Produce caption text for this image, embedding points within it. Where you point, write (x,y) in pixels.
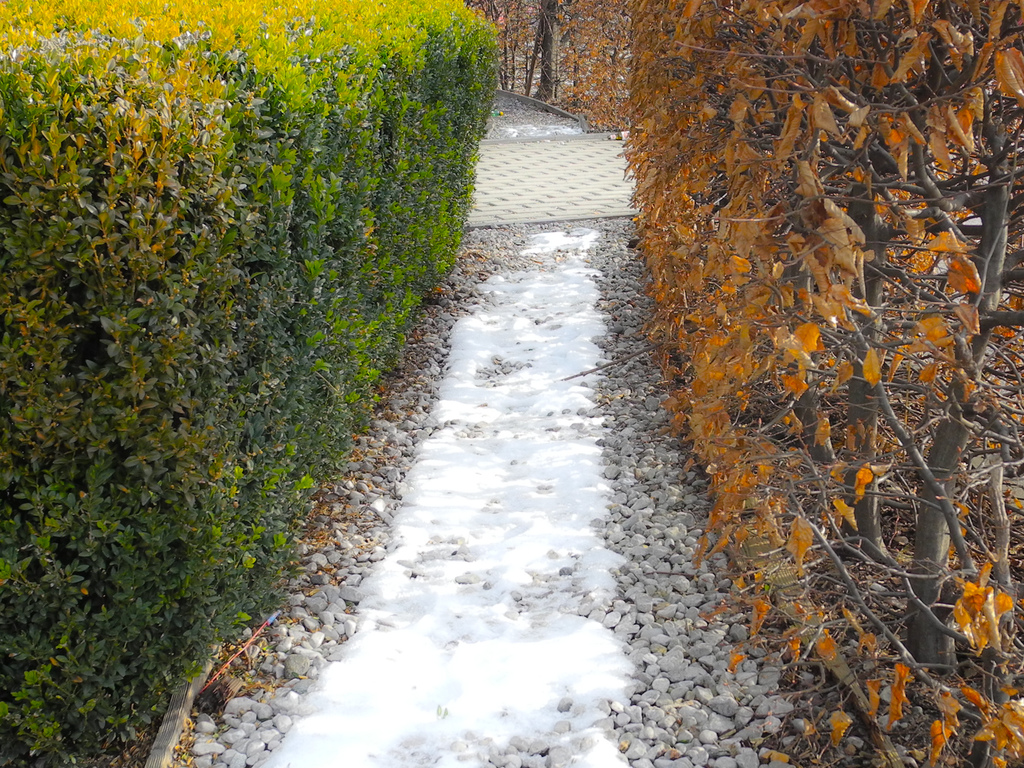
In this image we can see bushes (237,220), creepers (568,61) and stones (619,466) on the walking path (507,476).
